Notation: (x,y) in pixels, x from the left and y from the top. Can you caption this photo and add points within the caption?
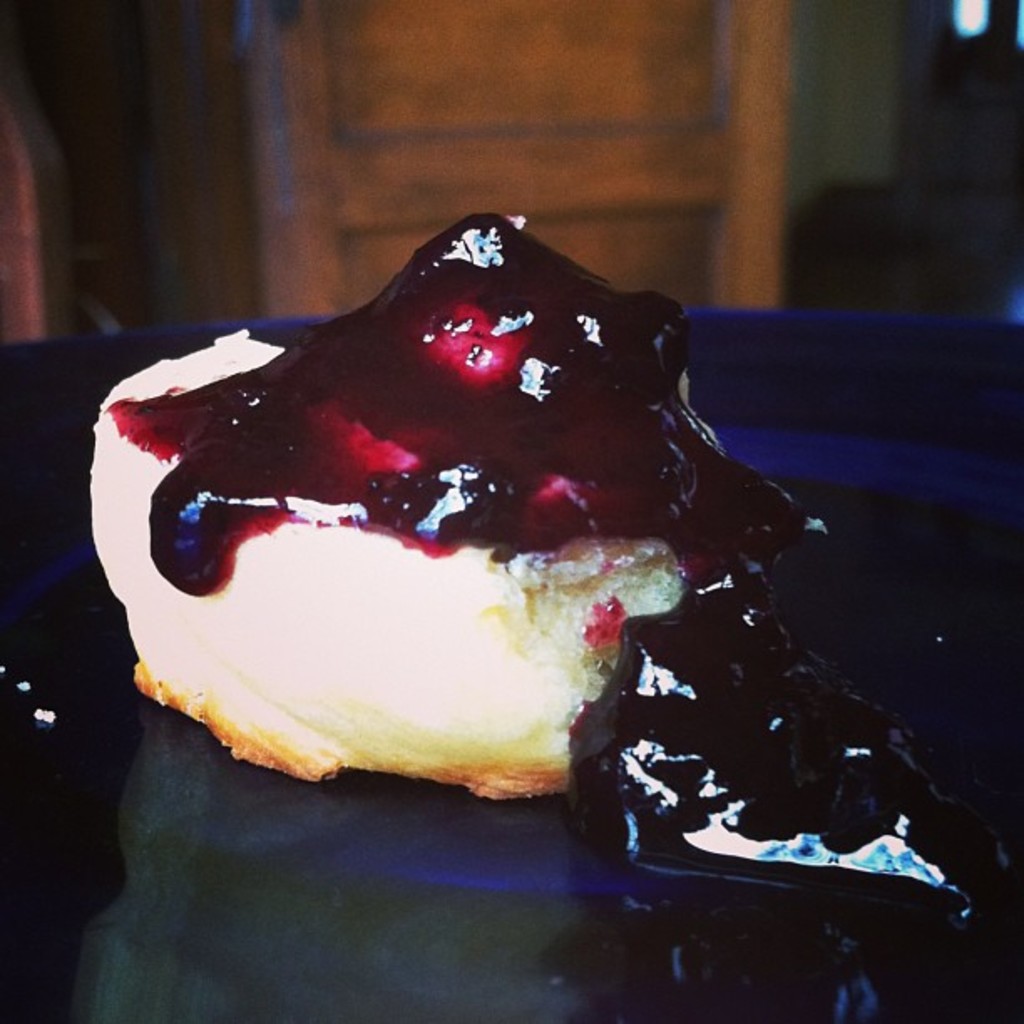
In this image there is one plate (860,570) and in the plate (858,493) there is some food (418,533), and in the background (475,203) there is a wooden door (495,120), wall (856,61) and some objects (967,144).
